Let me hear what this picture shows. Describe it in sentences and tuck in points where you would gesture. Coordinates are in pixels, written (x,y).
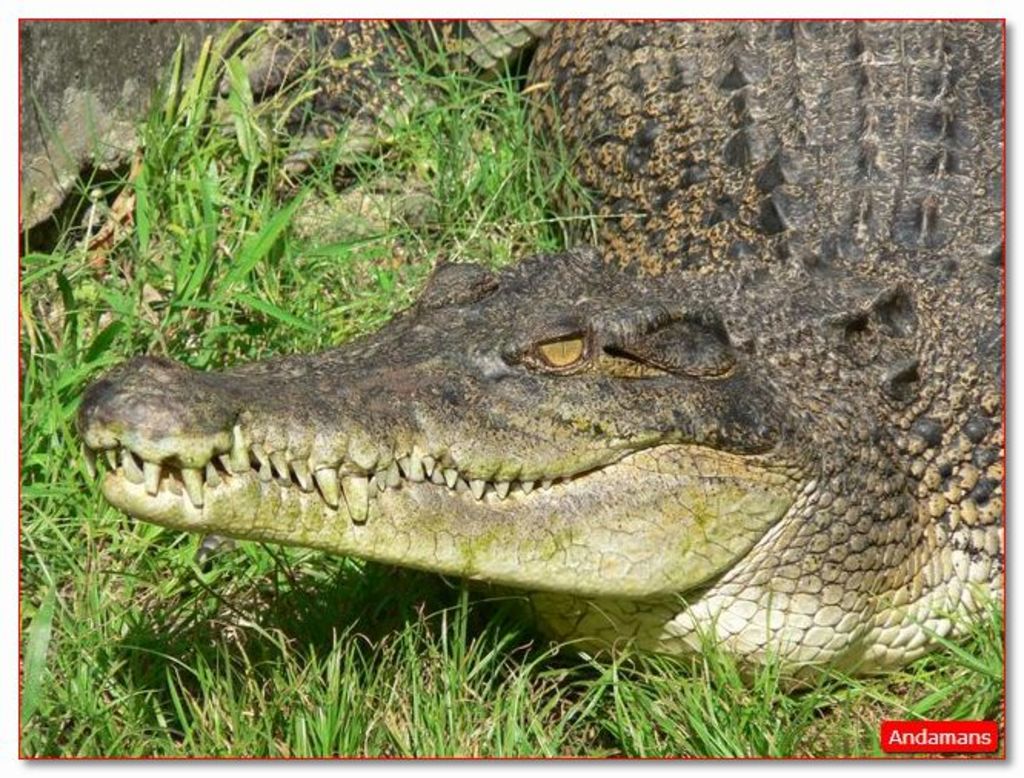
In the foreground of this image (384,506), there is a crocodile (607,475) on the grass (441,665).
